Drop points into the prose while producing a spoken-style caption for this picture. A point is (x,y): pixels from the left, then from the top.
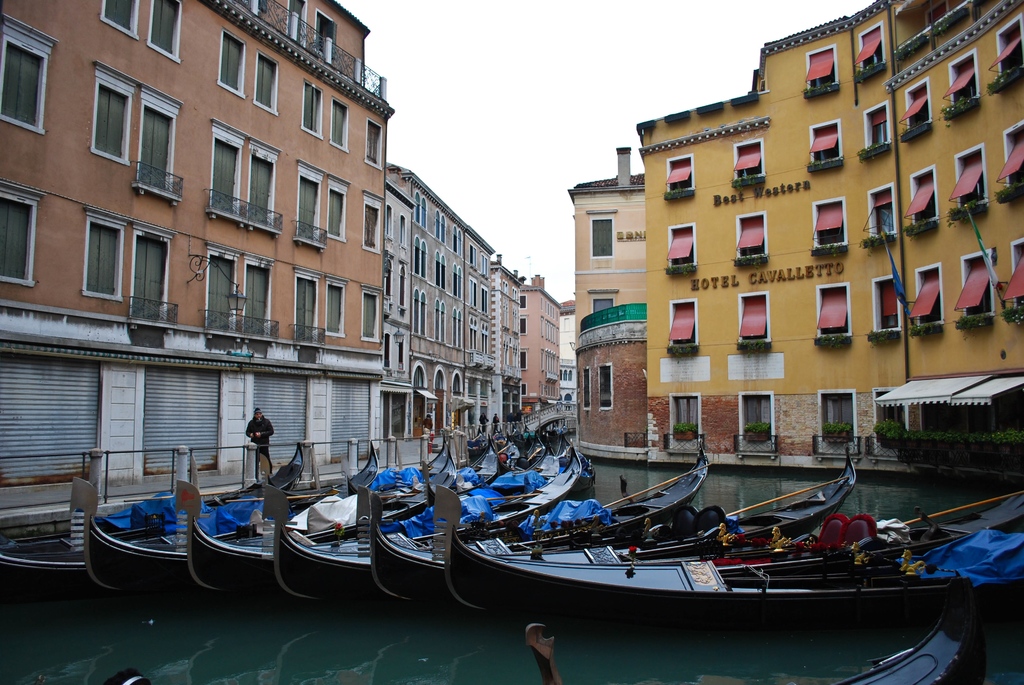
In this picture there are boats (545,529) on the water (547,620). At the back (528,302) there are buildings (764,217). On the left side of the image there are group of people (508,415) on the footpath (38,498) behind the railing (352,446). On the right side of the image (685,423) there are plants (927,435) and there are flags (979,229) on the building (951,238) and there is a text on the buildings (654,377). At the top (498,95) there is sky (425,113). At the bottom (261,617) there is water (308,615).
